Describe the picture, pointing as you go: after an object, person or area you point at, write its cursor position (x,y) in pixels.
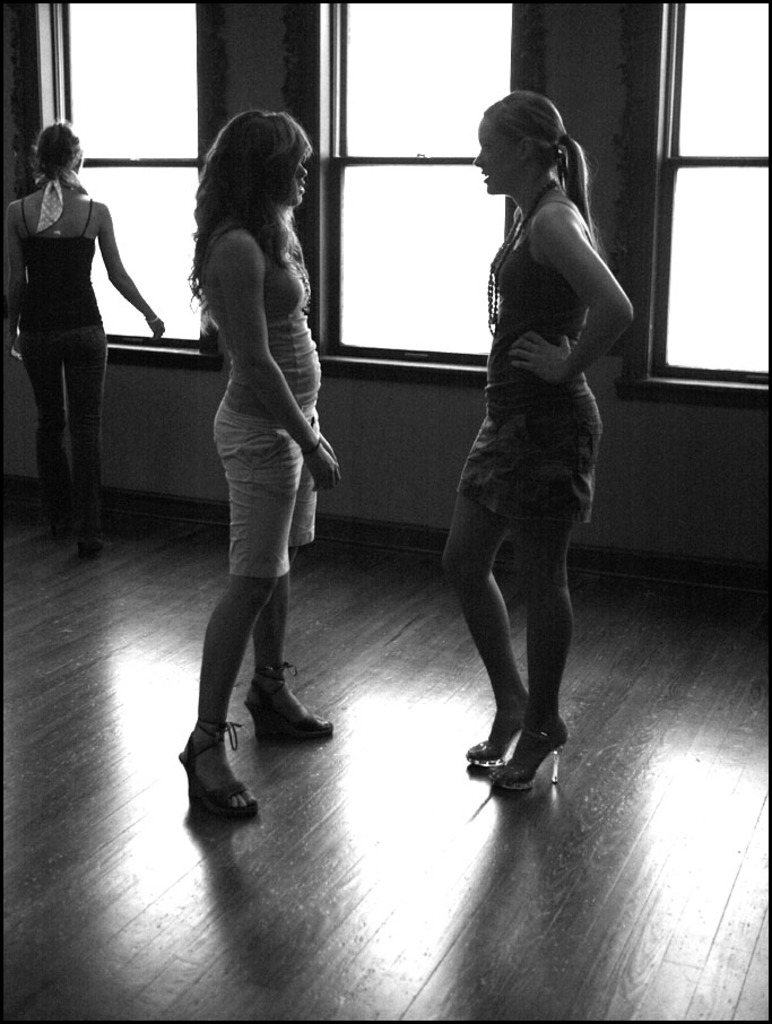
In this picture there are two girls (258,487) in the center of the image (261,579) and there is another girl (115,264) on the left side of the image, there are windows (137,73) in the background area of the image (316,80).
